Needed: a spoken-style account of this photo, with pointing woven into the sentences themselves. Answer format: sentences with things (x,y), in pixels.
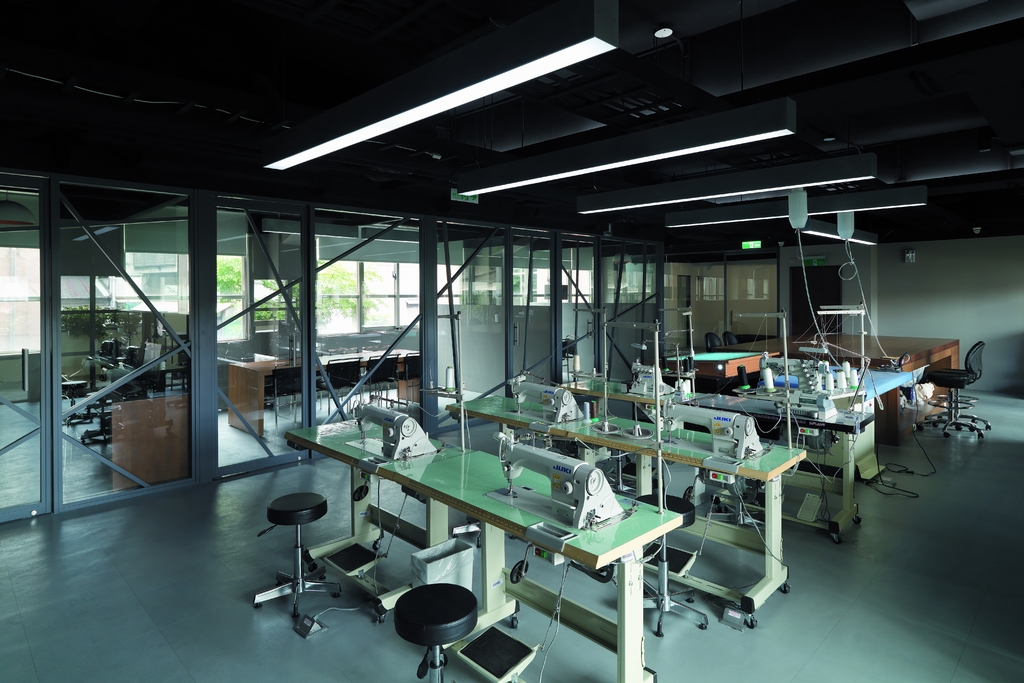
As we can see in the image there are sewing machines (505,492) which are kept on the table (572,549) and in front of it there are stools (396,613) for a person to sit. There are threads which are attached to the sewing machines (803,377) and in front of the room (893,350) there is a table (920,348) and beside it there is a moving chair (960,388) on the other side at the background (929,282) there is a wall (937,292). On the top (586,149) there are tube lights (598,157). On the other side of the sewing machine table (483,466) there are doors (485,307).
